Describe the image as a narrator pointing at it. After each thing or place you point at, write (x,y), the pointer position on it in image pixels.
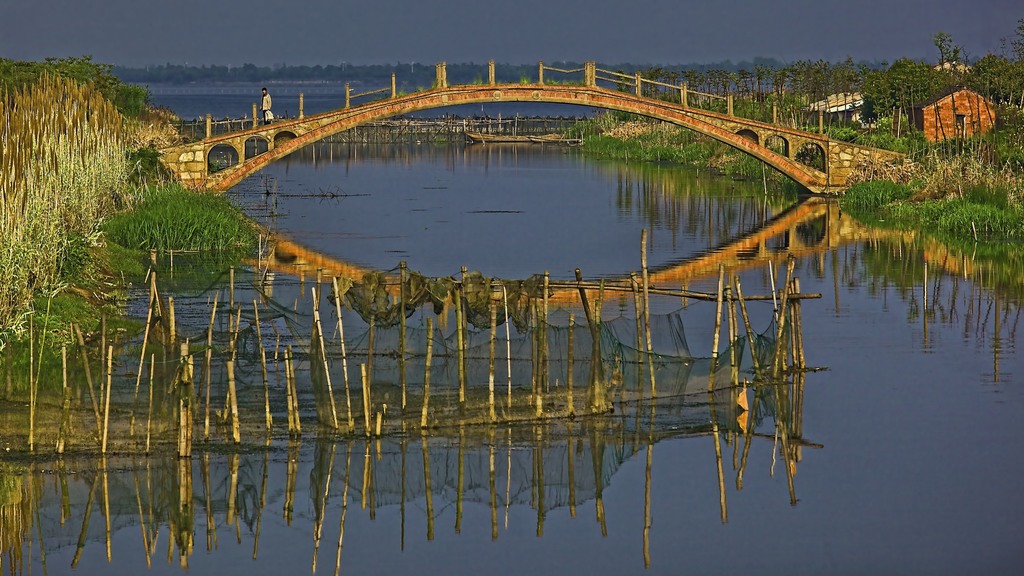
At the bottom of the picture (686,498), we see water (843,467) and this water (889,505) might be in the canal (709,216). Here, we see wooden sticks (402,319) and net (498,357). In the middle of the picture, we see an arch bridge (802,165). The man (268,94) in the white jacket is walking on the bridge (237,133). On the left side (174,126), we see field crops (32,147). On the right side (869,85), we see a hut (958,129), grass (942,163) and trees (931,89). There are trees (773,83) and hills (761,72) in the background (271,70). At the top (190,62), we see the sky (623,37).
